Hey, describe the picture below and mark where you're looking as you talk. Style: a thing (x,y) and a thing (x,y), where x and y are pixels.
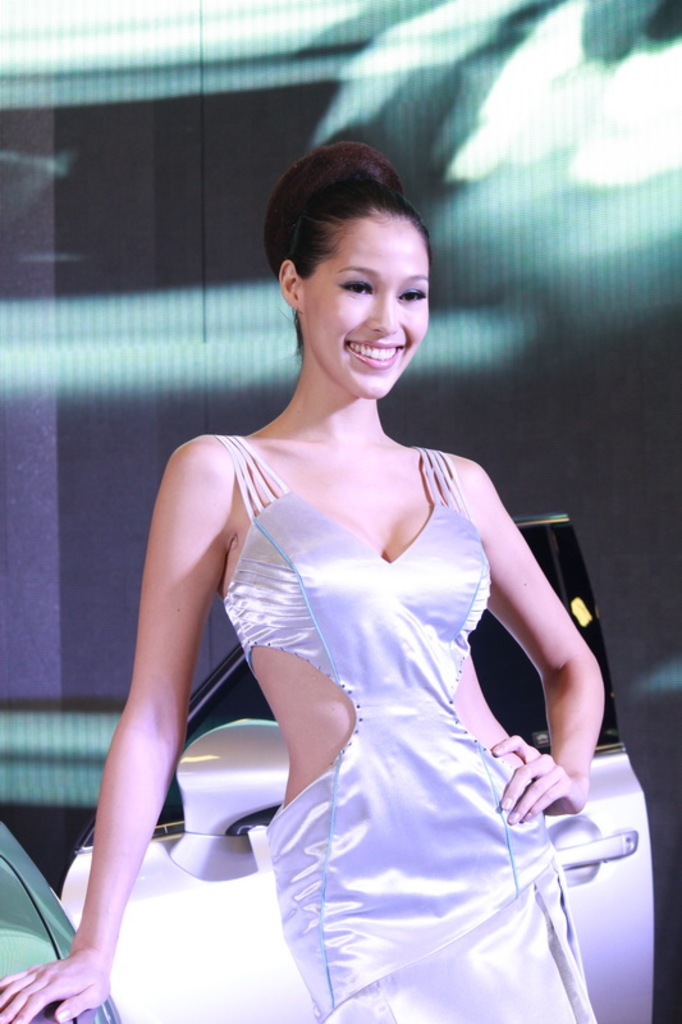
In this picture, there is a woman (415,289) in the center (245,537). Behind her, there is a car (150,902).
